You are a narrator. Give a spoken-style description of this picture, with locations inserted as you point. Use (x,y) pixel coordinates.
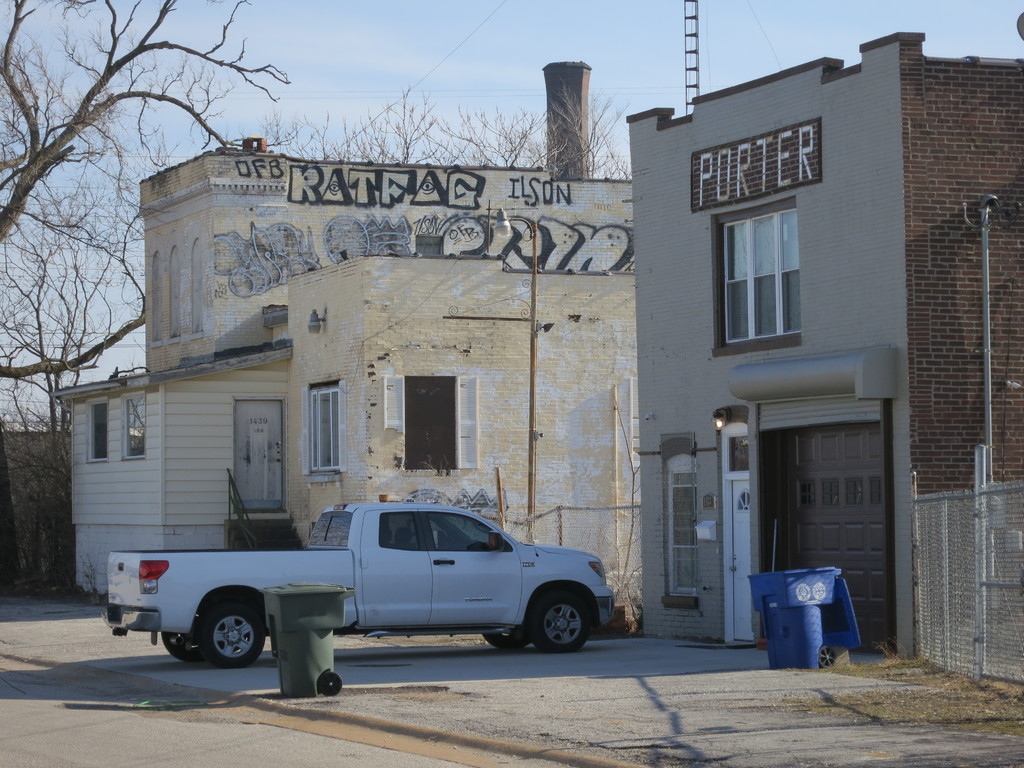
There are two buildings (471,348) and in front of the buildings (325,504) there is a truck (302,568) and beside the truck (534,611) there are two dustbins (298,628) and there is some graffiti (339,216) done on the second building wall (326,196), in the background (17,99) there are dry trees (25,172).
